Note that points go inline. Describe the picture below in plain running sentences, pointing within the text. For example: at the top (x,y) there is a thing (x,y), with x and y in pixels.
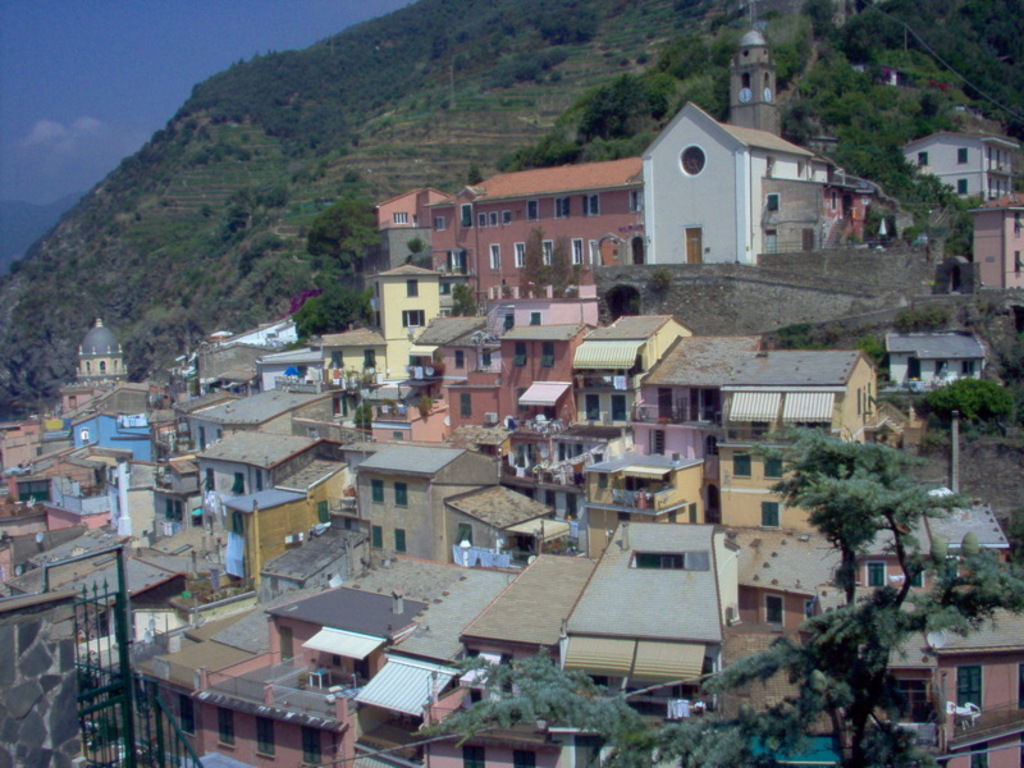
In this picture we can see buildings (816,547), trees (816,497), wall (433,537), grills (109,695) are present. At the top of the image (449,92) hill (472,79) is there. At the top left corner (100,64) sky (228,59) is present.
